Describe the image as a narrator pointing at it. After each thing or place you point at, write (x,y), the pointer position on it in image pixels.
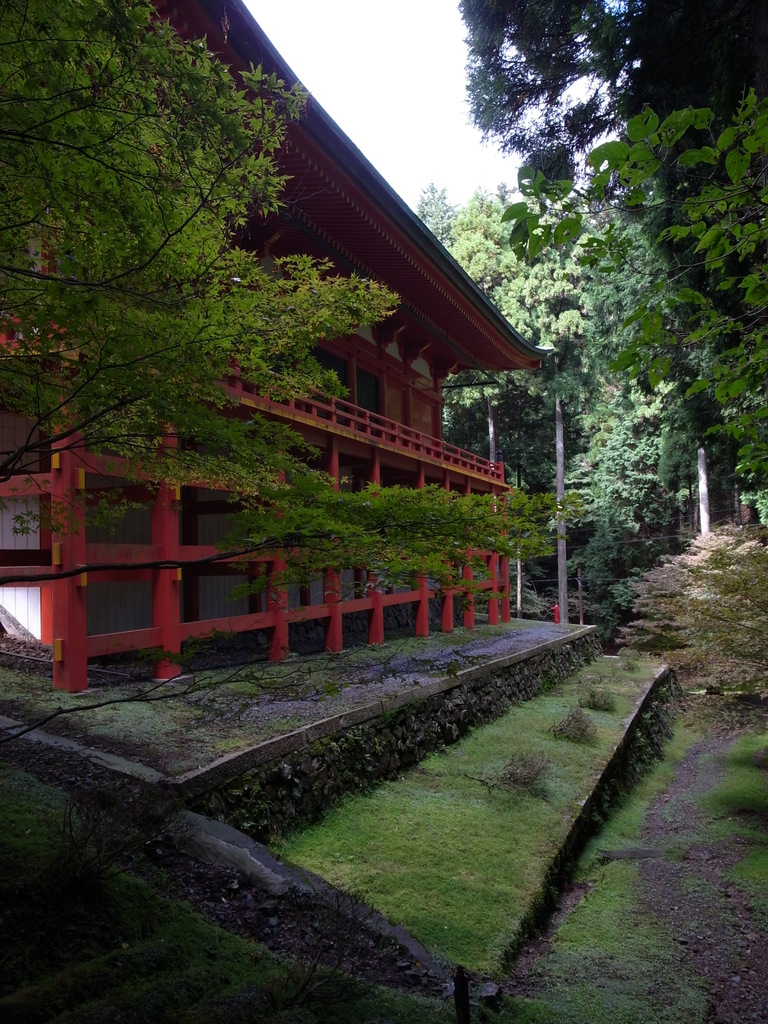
In this image we can see a house (348,420), railing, trees (624,440), plants (634,628), grass (435,864) and we can also see the sky (354,90).
